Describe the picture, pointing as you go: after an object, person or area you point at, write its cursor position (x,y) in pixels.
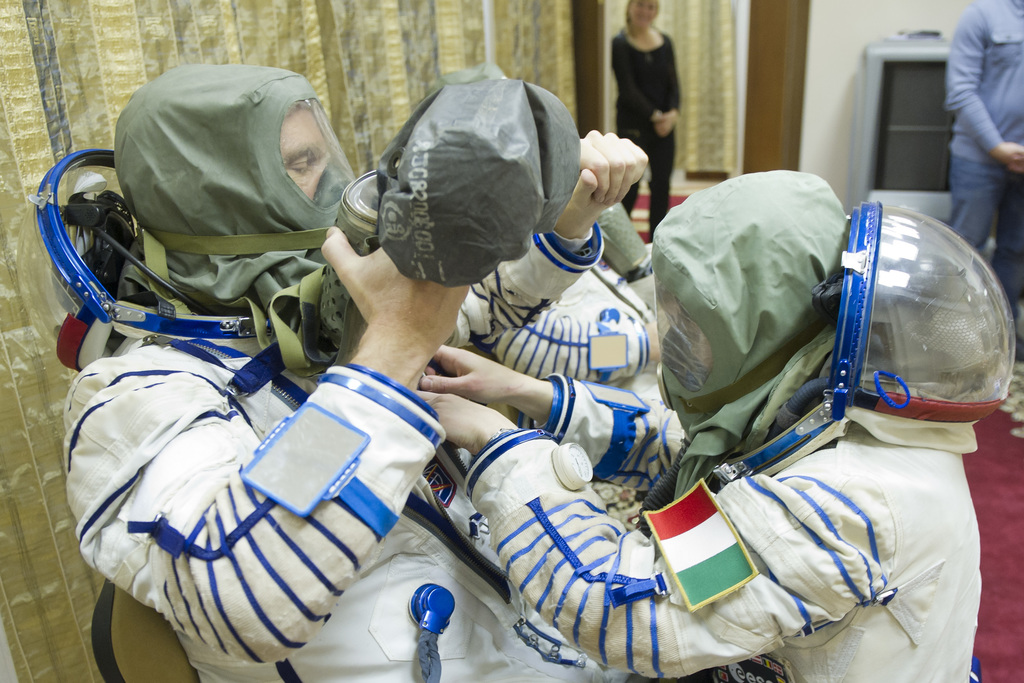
This picture is clicked inside. In the foreground (767,385) we can see the group of persons (554,405) seems to be helping each other and wearing the jackets (397,456) and helmets (668,338). In the background (366,56) we can see the curtain (47,73), wall (843,150), television (884,106) and the ground (680,193) is covered with the floor mat (1005,559) and we can see the two persons (980,80) standing on the ground (1010,581) and we can see the wall (844,25).
